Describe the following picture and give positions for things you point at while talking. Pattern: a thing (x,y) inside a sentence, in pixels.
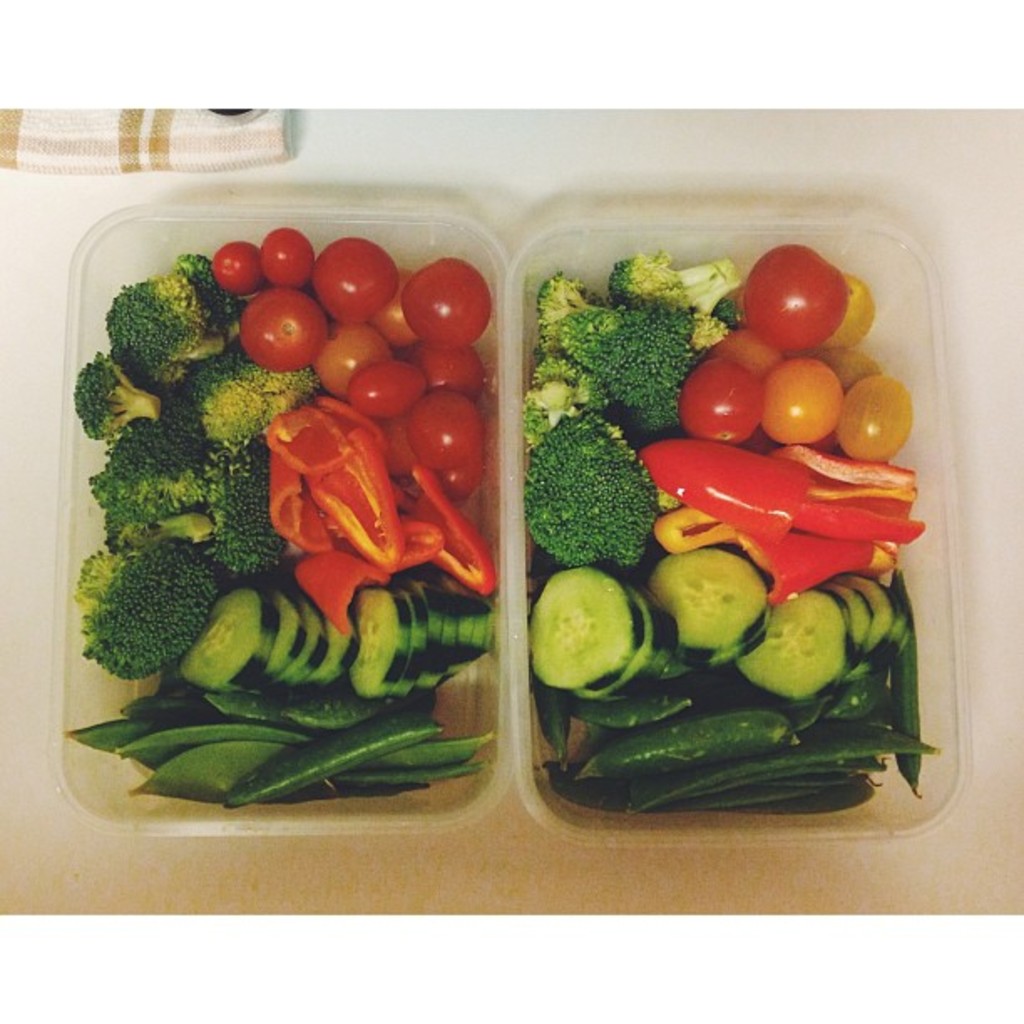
In the foreground of this image (546,485), there are vegetables (570,487) in two baskets (329,803) on a white surface (488,887). On the top (172,155), there is the cloth (149,161).
